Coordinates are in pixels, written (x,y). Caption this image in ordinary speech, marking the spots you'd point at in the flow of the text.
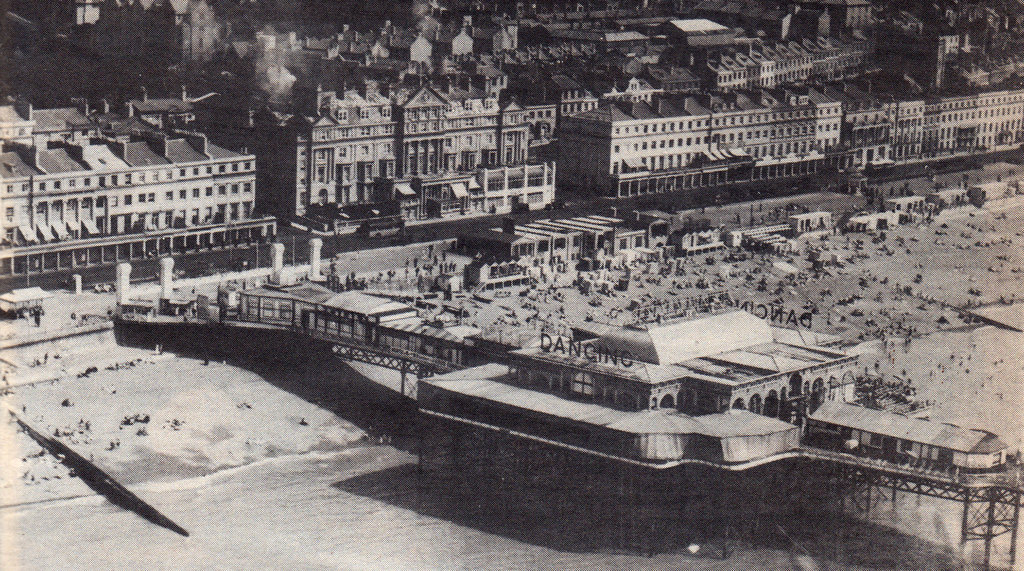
In this image in the middle (506,317), there are many buildings (581,384), people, bridge (875,454). At the bottom (654,480) there is water (441,530), sand (190,455).
